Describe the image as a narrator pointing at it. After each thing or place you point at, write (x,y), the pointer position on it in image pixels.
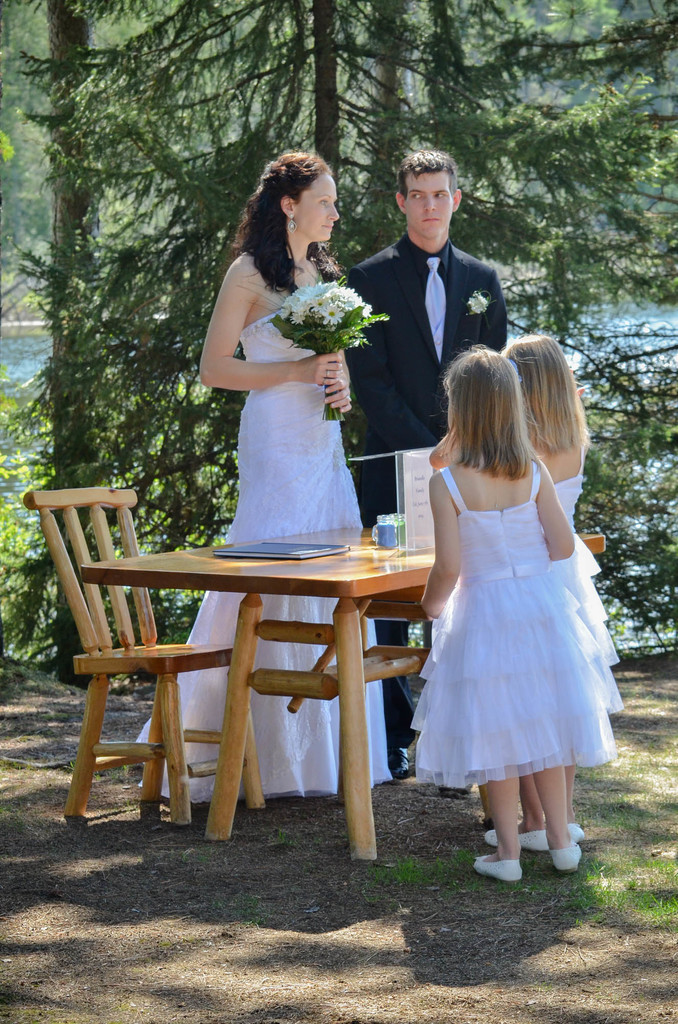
The image is outside of the city. In the image there are four people (307,254) man (368,405), woman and two kids (520,386) who are standing in front of a table (298,565). On table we can see a book (325,549), glass (398,528), board (415,494) in left side (102,544) there is a chair (80,541). In background (59,138) we can see some trees (448,41) and water (11,345).
